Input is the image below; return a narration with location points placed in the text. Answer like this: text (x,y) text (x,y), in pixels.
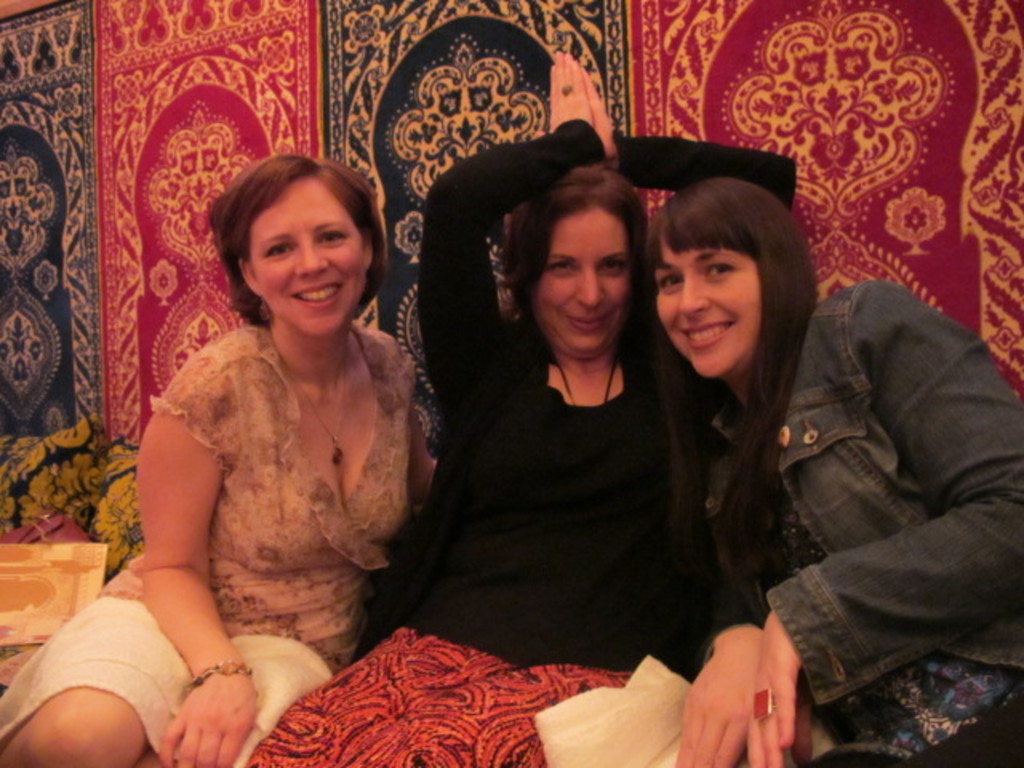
As we can see in the image, there are three women (352,460) sitting. The women (308,467) on the left (287,436) is wearing cream color dress (307,546), the women (591,535) in middle (585,342) is wearing black color dress (572,456) and the women (833,456) on the right side (878,485) is wearing jean coat (864,492).
